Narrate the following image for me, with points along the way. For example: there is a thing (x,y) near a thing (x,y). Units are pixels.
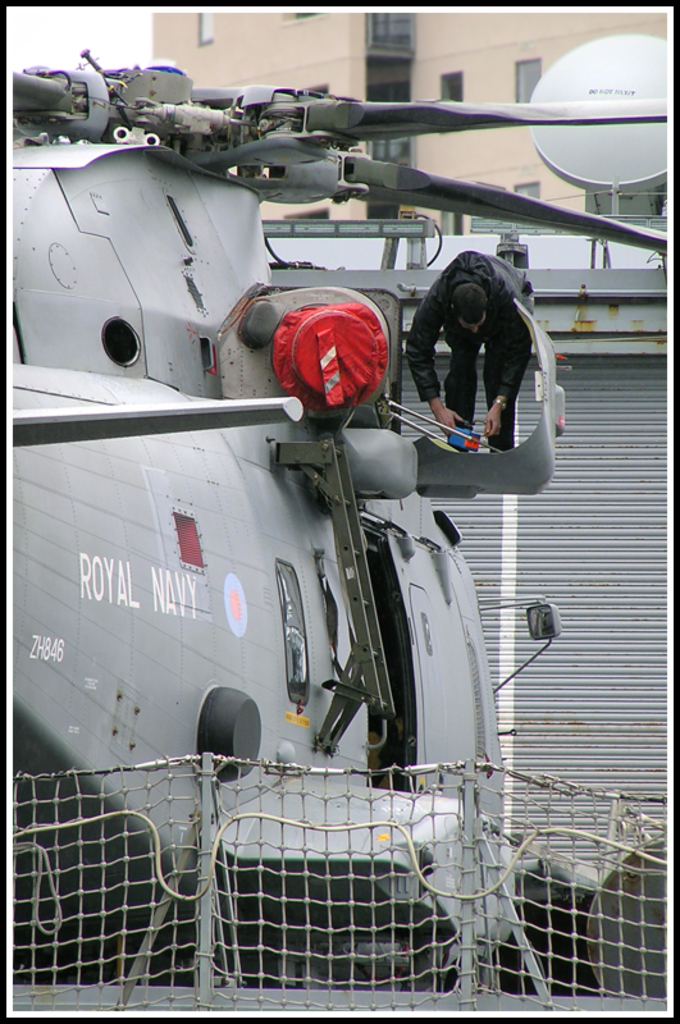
In this image there is a man (461,291) who is wearing black dress (498,351) and doing some work. He is standing on the helicopter (436,424). On the bottom (479,868) there is a net (654,900). On the right (659,719) there is a shelter (630,549) near to the chopper (393,701). At the top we can see the building (391,14). At the top left corner (54,32) there is a sky (63,32).
